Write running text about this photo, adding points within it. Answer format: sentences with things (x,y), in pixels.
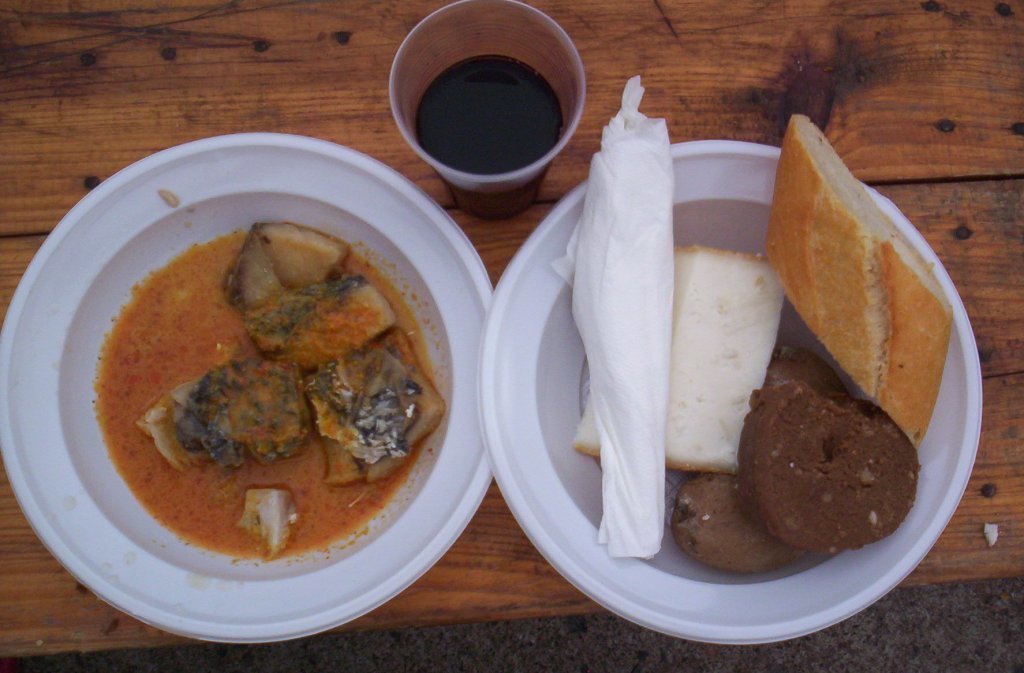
In this image there is a table (957,175), on that table (487,252) there are plates (469,367), in that plates (551,363) there is a food item (391,349), beside the plate (492,326) there is a glass (446,26), in that glass (430,133) there is a liquid (430,133).
